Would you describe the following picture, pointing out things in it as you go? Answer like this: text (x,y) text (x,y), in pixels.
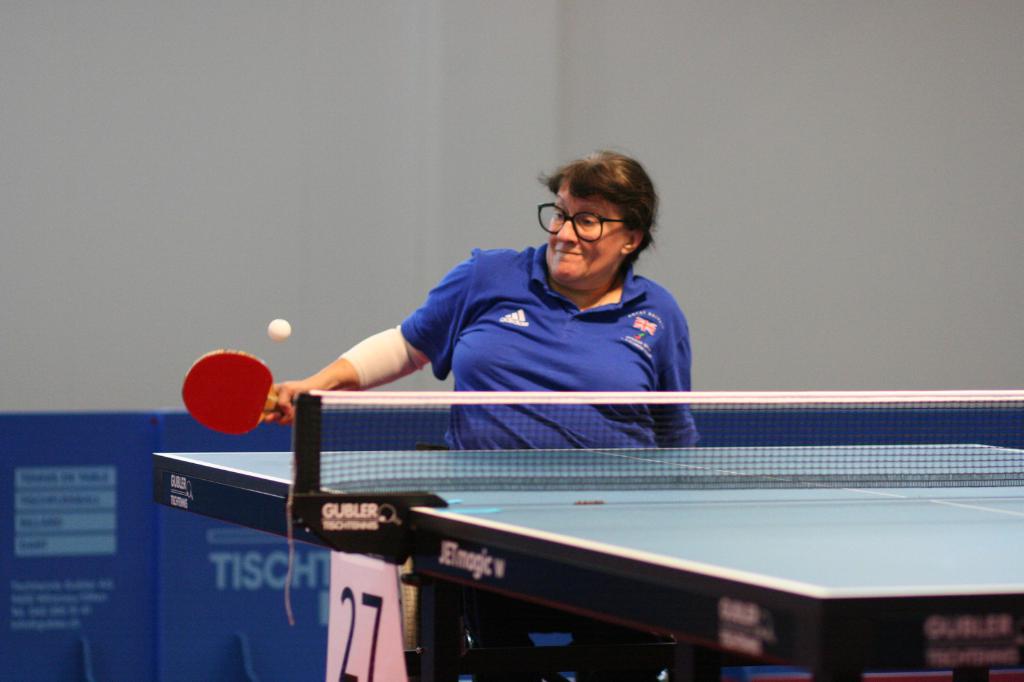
In this image we can see a person (581,170) holding a racket (232,392) and in a position to hit a ball (291,331). Here we can see table tennis (639,530), mesh (994,453), and a board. In the background (254,627) we can see a wall (677,231) and hoarding (221,569).
